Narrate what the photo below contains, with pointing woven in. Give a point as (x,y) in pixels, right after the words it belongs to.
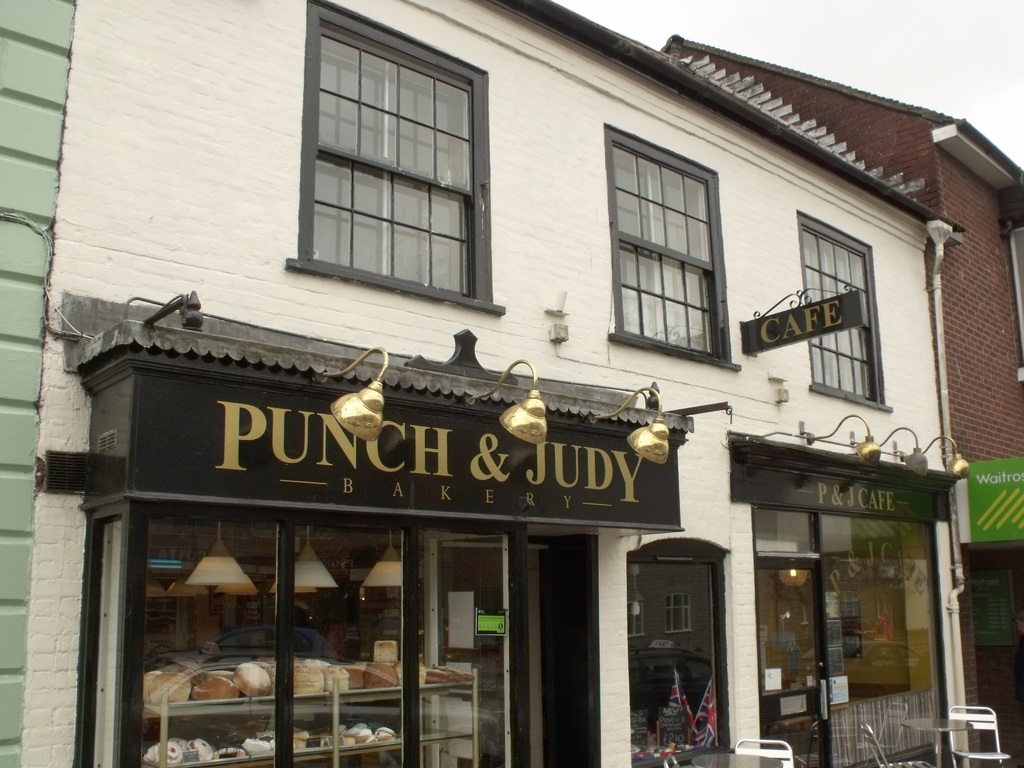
In this picture I can see the store (435,567). I can see glass wall (851,603). I can see glass door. I can see hoarding (426,442). I can see name plate (767,340). I can see glass windows (815,340).
